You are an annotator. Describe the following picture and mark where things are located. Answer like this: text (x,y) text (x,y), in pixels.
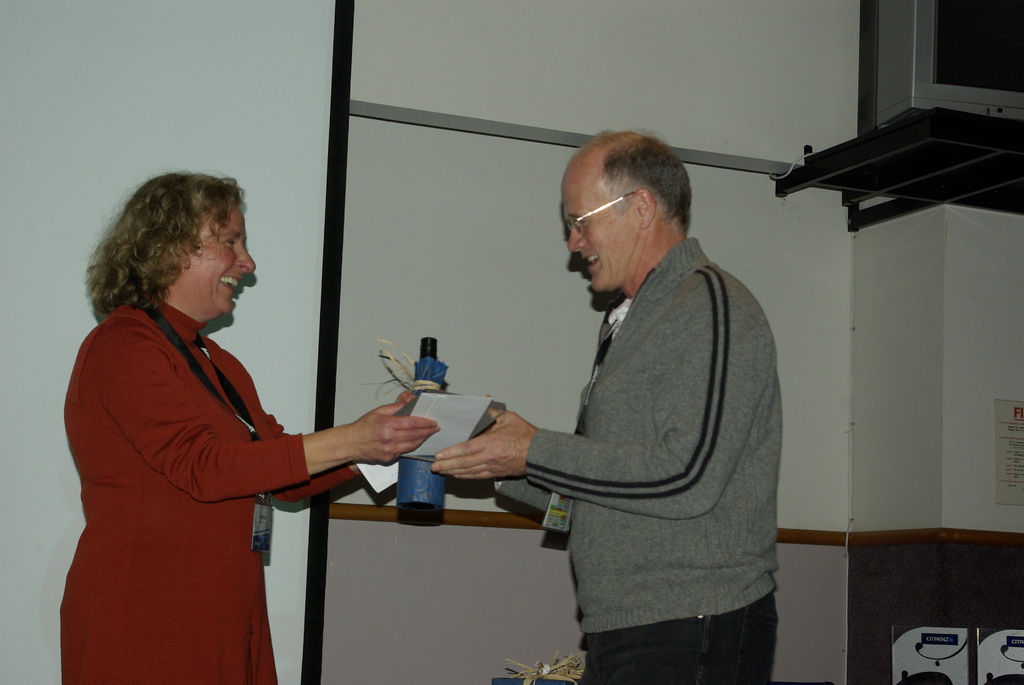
This picture shows a woman (227,377) standing and holding some papers (466,411) in the hand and giving to a man (445,466) we see man (495,449) taking papers (431,437) from the woman (383,425) and a wine bottle (434,341) and we see man (585,207) wore a spectacles (625,194) on his face (593,241) and a ID card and we see woman (262,464) with ID card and smile on their faces (246,268) and we see a television (969,84) on the stand (936,121).
